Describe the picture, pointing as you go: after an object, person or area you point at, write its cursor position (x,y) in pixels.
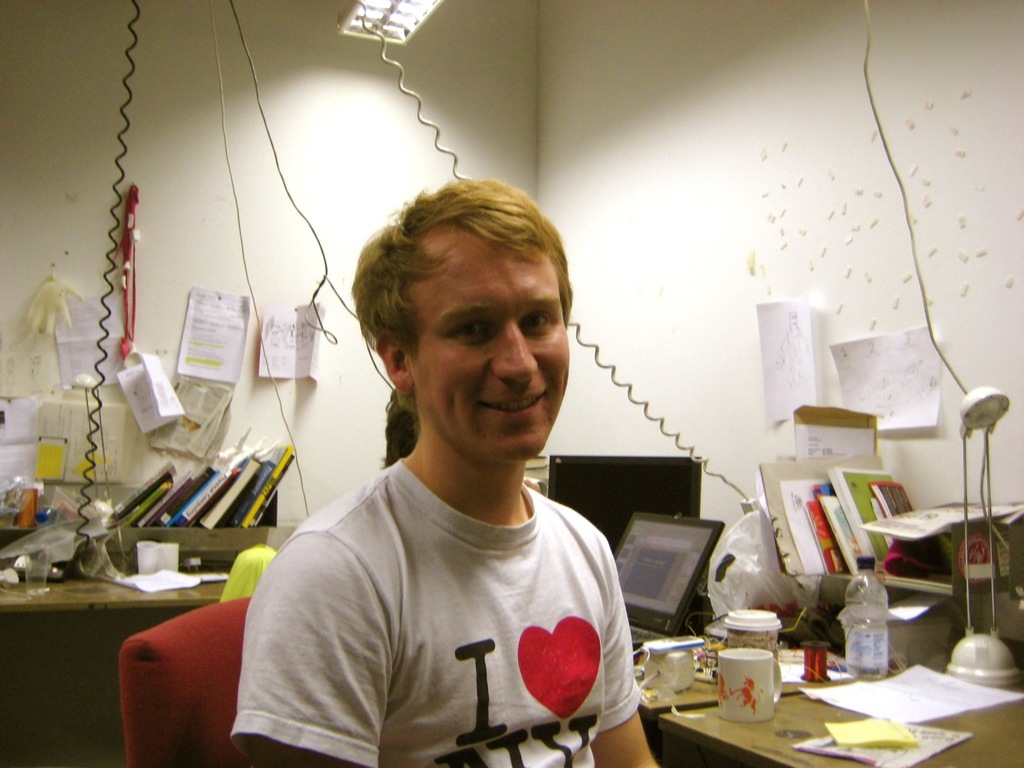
In this picture I can see a laptop (668,600), few cups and a water bottle (849,622), books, a lamp (969,637) on the table (715,759) and I can see few papers (208,325) on the walls (53,255) with some text (295,359) and I can see another table (135,602) with books (194,487) and a light (393,21) to the ceiling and a man (426,662) sitting on the chair (207,679).
